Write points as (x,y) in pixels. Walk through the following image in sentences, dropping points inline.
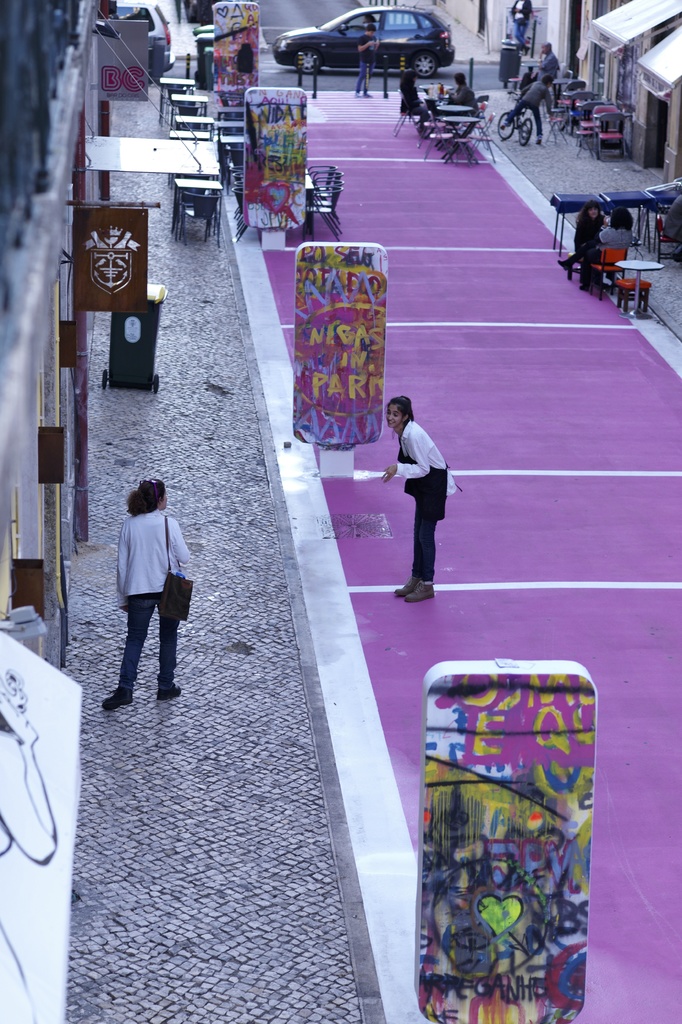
In the center (431,530) we can see two persons (422,494) were standing. In front (500,925) there is a banner (506,914). In the background (144,119) we can see vehicle (384,34), table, chairs (613,135), building (629,154), signboard (116,88), road (492,542) and few persons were standing.
